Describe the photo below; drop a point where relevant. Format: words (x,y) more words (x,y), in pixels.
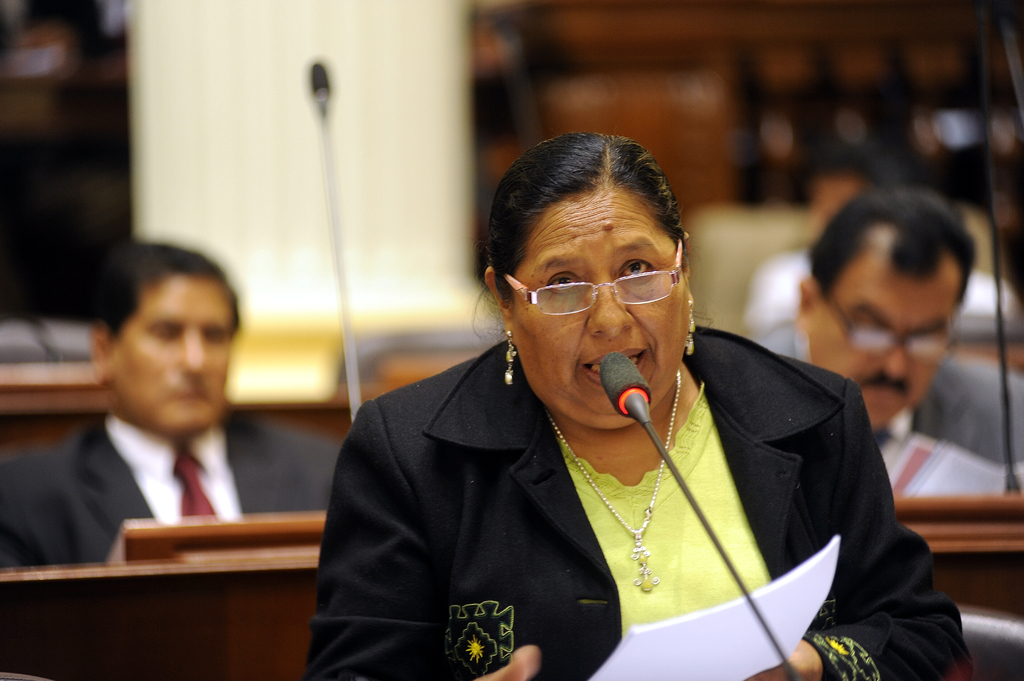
In this picture there is a woman (439,626) talking and holding the paper (649,631). In the foreground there is a microphone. At the back (970,392) there are three people (118,393) sitting and there are microphones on the tables (90,589) and the image is blurry.
